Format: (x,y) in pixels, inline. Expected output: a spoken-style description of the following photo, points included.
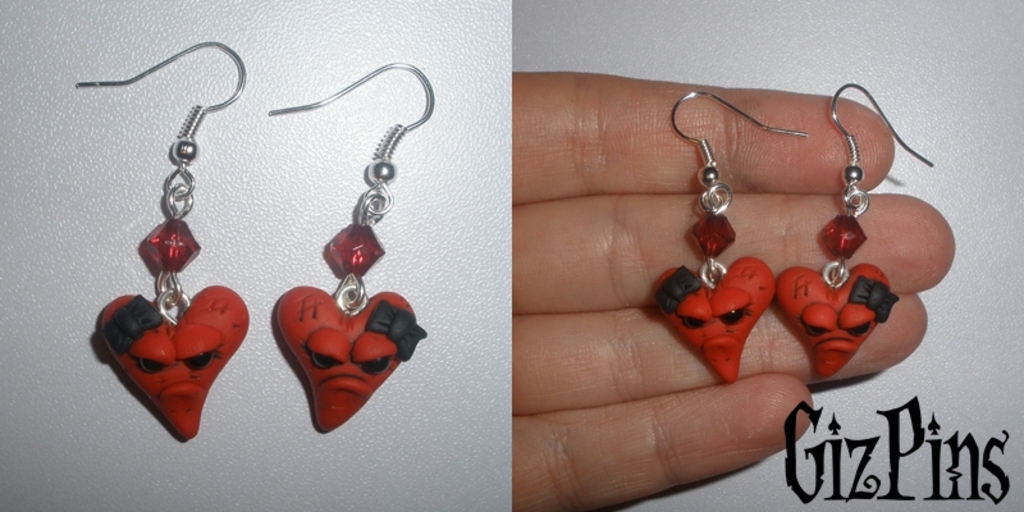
This image is a collage. In this image we can see ear rings (399,319) placed on the surface (395,396). In the second image we can see a person's hand (656,407) holding ear rings (741,316) and there is text (919,434).
